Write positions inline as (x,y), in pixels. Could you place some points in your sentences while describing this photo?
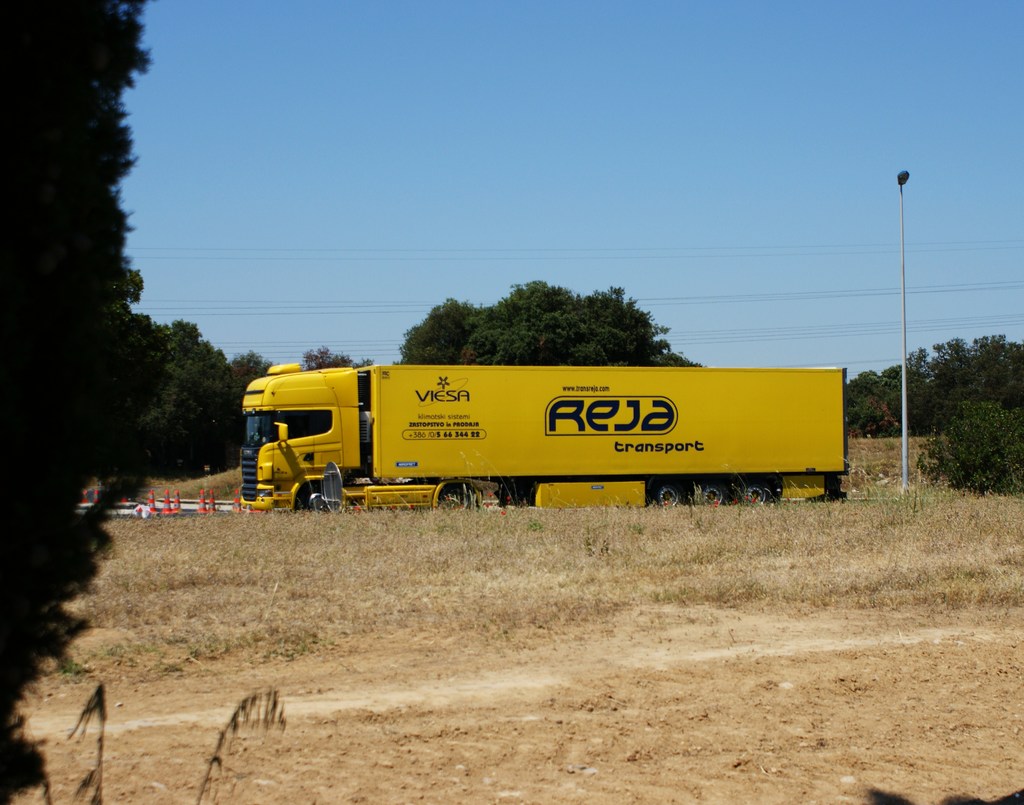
In this image I can see a vehicle (386,406) in yellow color. Background (509,337) I can see few trees (527,300) in green color, a light pole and sky (458,144) in blue color.
